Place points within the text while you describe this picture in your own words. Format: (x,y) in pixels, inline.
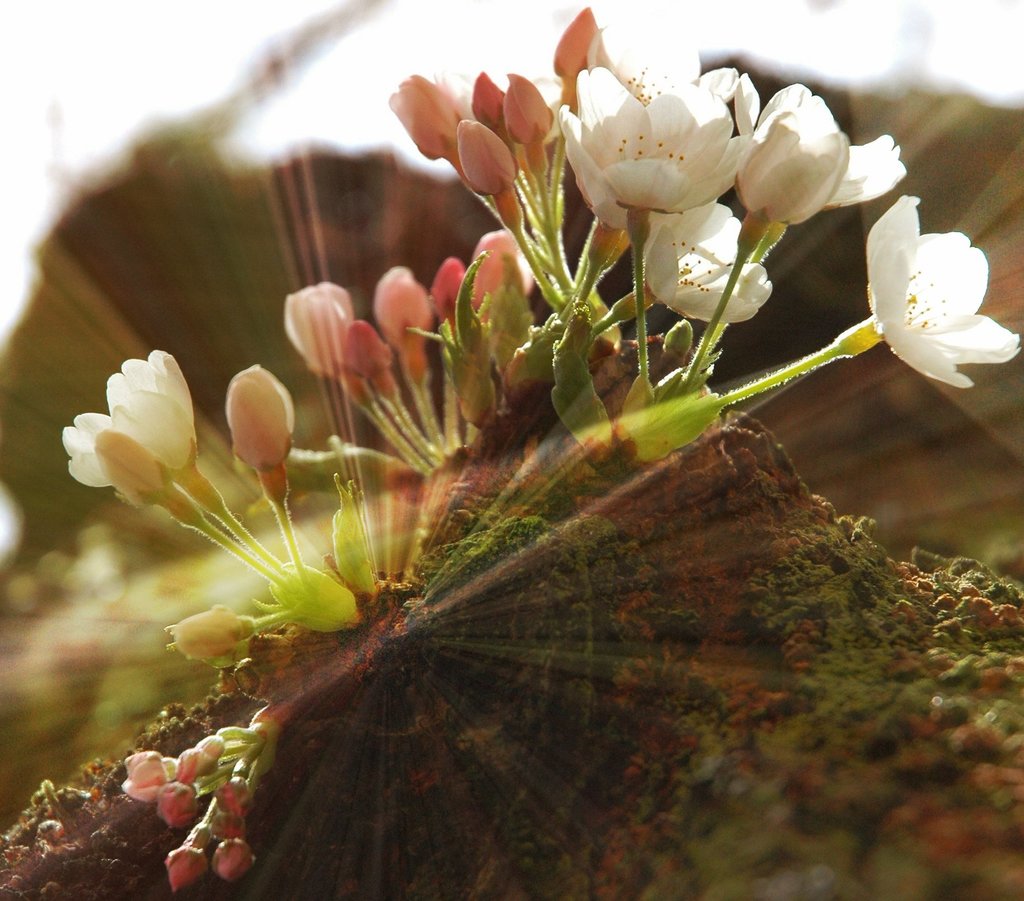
In this picture we can see flowers (594,180) on the tree trunk (534,686) and in the background (22,798) it is blurry.
